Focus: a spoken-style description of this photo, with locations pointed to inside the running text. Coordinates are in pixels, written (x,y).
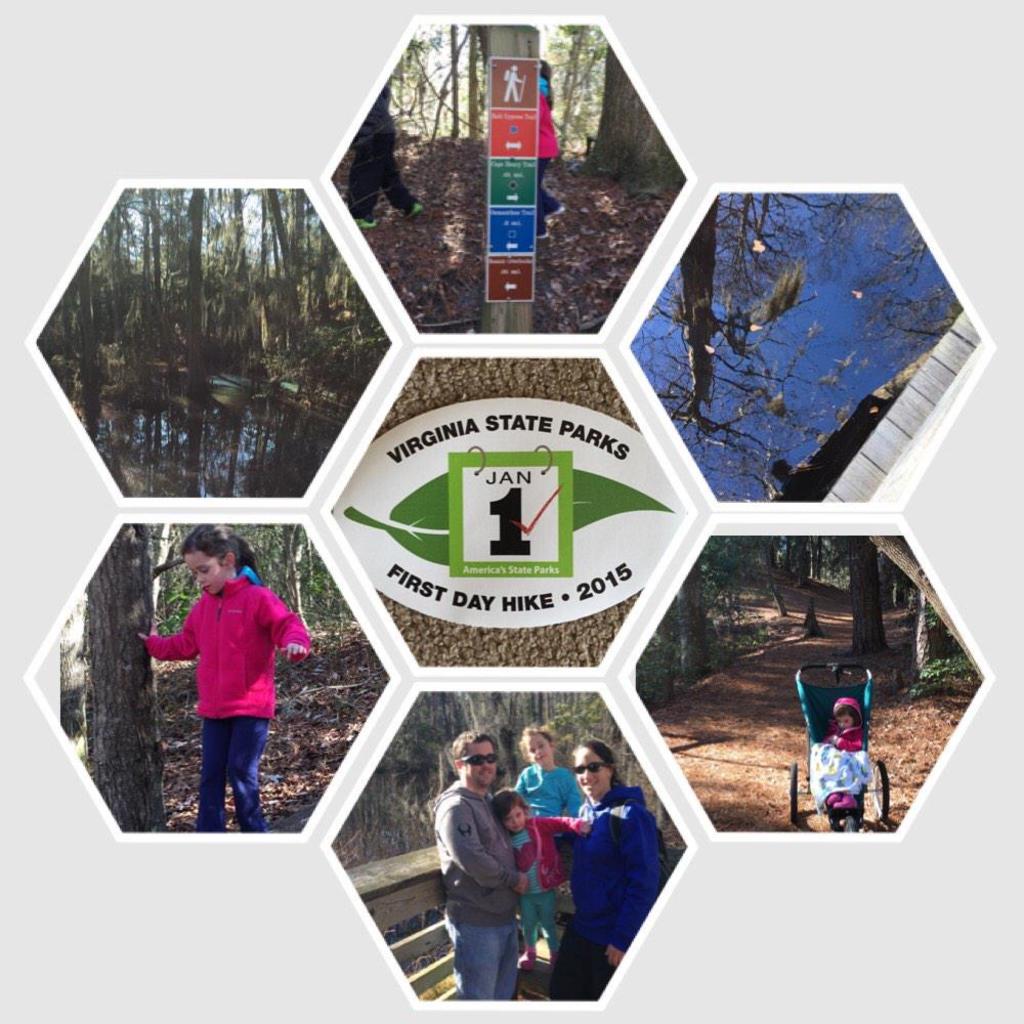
This is a collage image. At the center of the image (512,492) there is a badge (516,552). At the bottom of the image (469,848) there are four people (555,884) standing, beside them there is a wooden fence (408,915), in the background (444,735) there are trees (499,739). Beside this image there is another image, in this image there is a girl (199,658) standing, beside the girl (221,618) there is a tree (145,601). Above this image there is another image, in this image at the bottom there is a water (201,417), in the background (214,257) there are trees (280,250). Beside this image there is another image, in this image there is a signboard (506,201), behind the signboard (508,288) there are two persons (556,154) walking. Beside this image we can see the reflection (790,357) of the trees (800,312) in the water (781,391). Beside this image there is a baby (835,724) in the walker (816,723), in the background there are trees (703,611).
